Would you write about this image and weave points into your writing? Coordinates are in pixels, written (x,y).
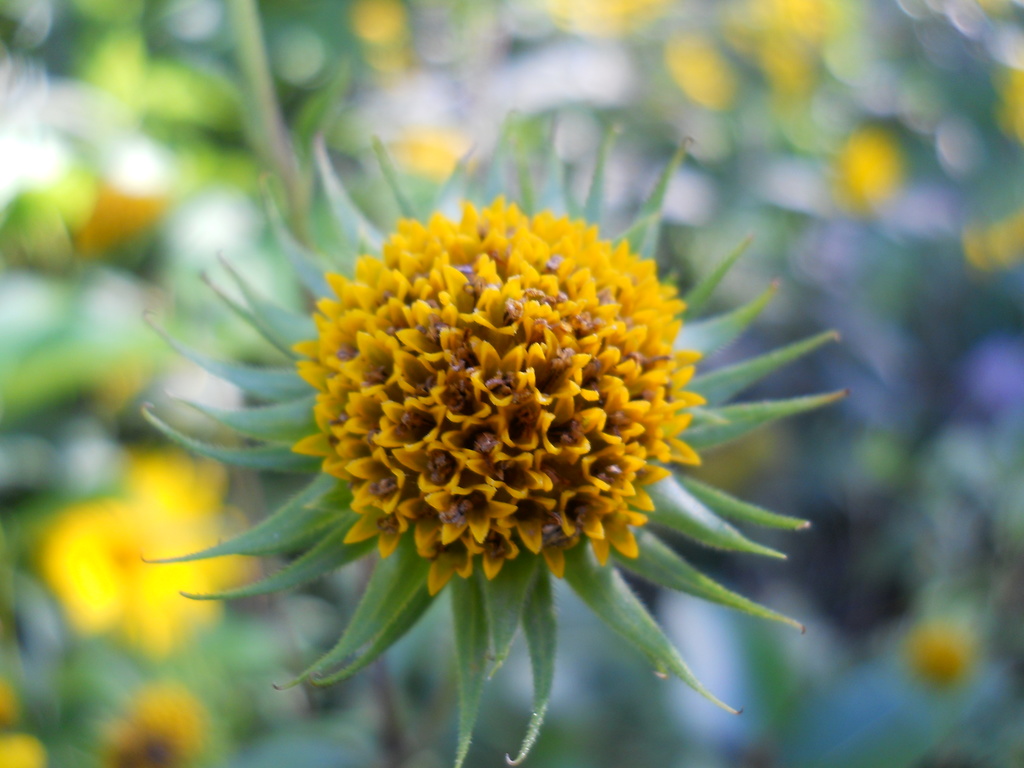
Here, we can see green color plant (339,649) and there are some yellow color flower (403,404) on it.
